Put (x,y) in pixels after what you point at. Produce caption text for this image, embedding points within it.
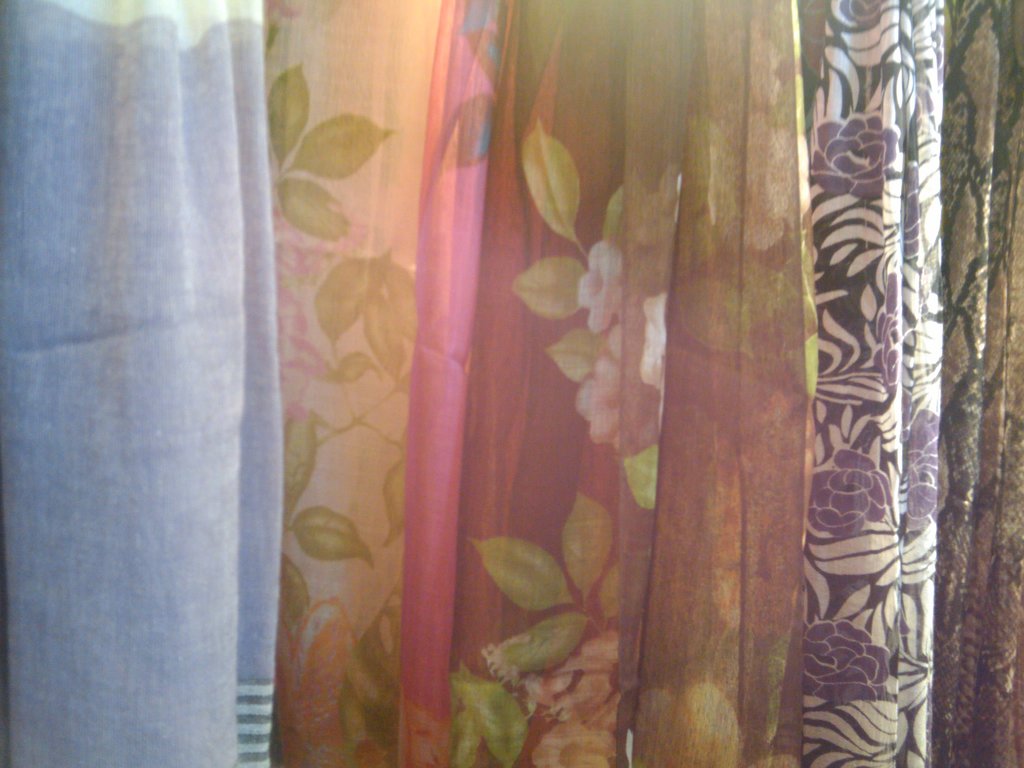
In the image there are different types of clothes (476,399) are hanged down.
